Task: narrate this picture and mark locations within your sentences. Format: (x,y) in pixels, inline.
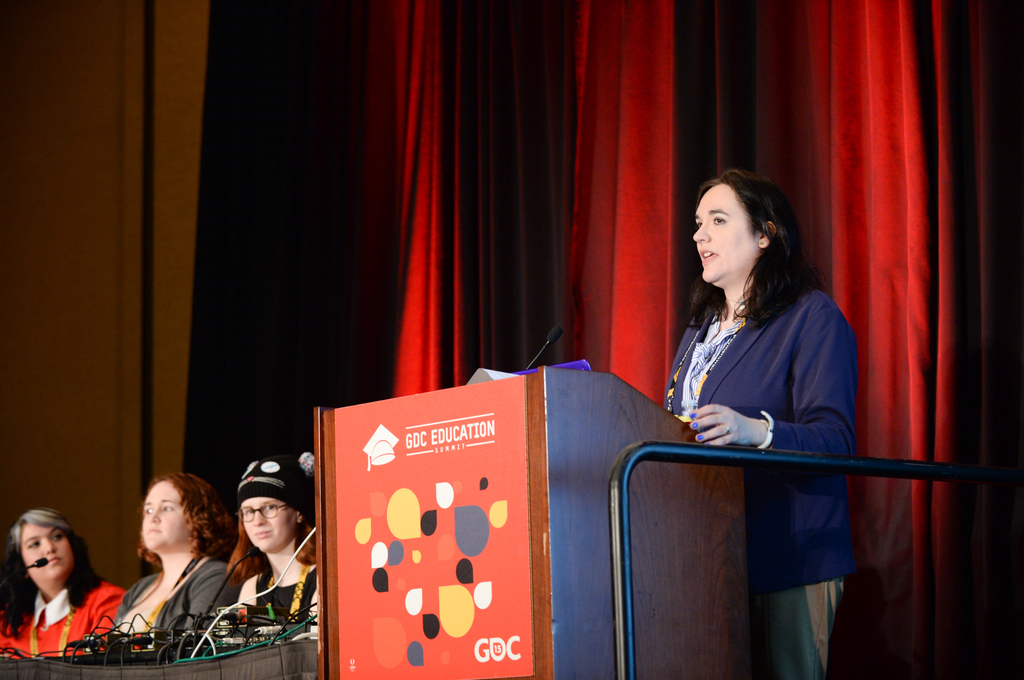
In this image there is a person (687,390) standing in front of the dais (506,487). On top of the dais (521,395) there is a mike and a paper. Beside the dais (538,387) there are three people (200,575). In front of them there are mikes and a few other objects (258,630). There is a metal rod (853,470). In the background of the image (638,228) there are curtains (514,181). There is a wall (85,198).
